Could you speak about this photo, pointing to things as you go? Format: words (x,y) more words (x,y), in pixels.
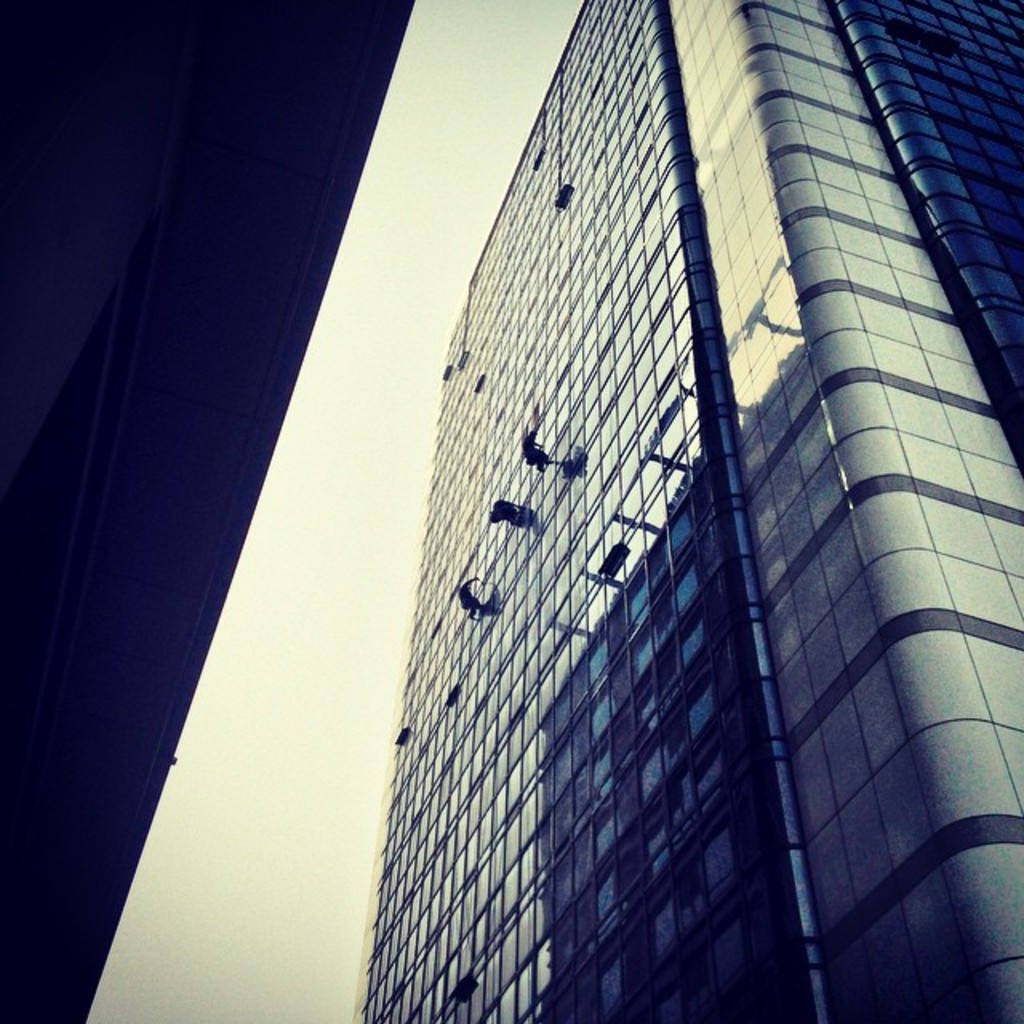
On the left side of the image (74,375) and right side of the image (757,298) there are buildings (52,185). In the background (381,332) there is a sky (325,574).
